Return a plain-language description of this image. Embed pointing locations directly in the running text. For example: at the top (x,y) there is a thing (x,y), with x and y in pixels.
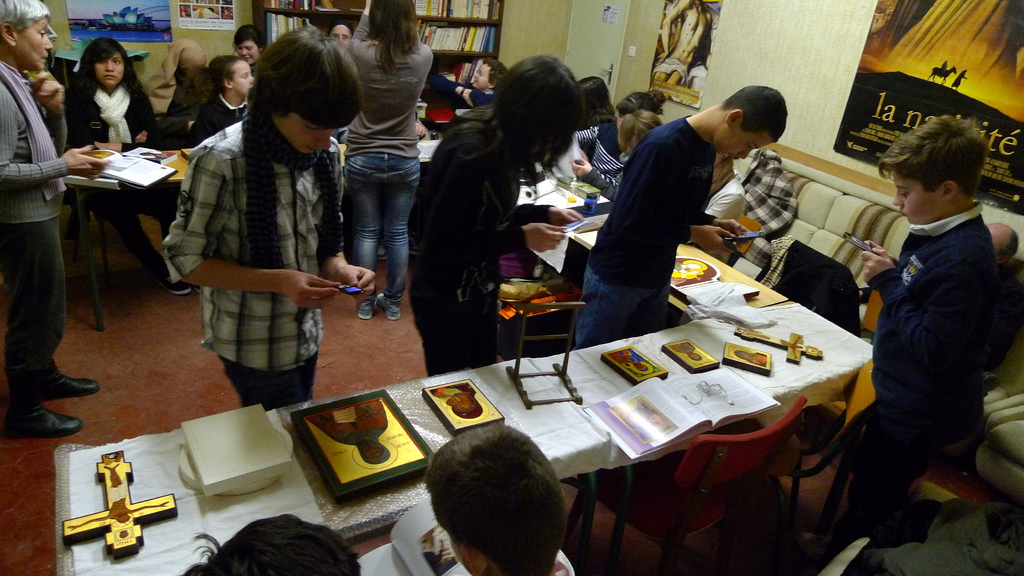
This picture is clicked inside the room (711,574). Here, we see a table (246,510) on which many books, papers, gum bottles (584,214) are placed on it. Beside that, we see people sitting on chair (746,247) and behind them, we see a white sofa (836,197). On the right corner of the picture (914,239), man (959,279) in blue jacket (936,293) is holding mobile phone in his hands (880,261). Beside them, we see white color wall (738,47) on which many posters (939,62) are posted on it. Beside that, we see a white door (595,55). On background (431,7), we see a rack (475,43) containing many books (461,41).
